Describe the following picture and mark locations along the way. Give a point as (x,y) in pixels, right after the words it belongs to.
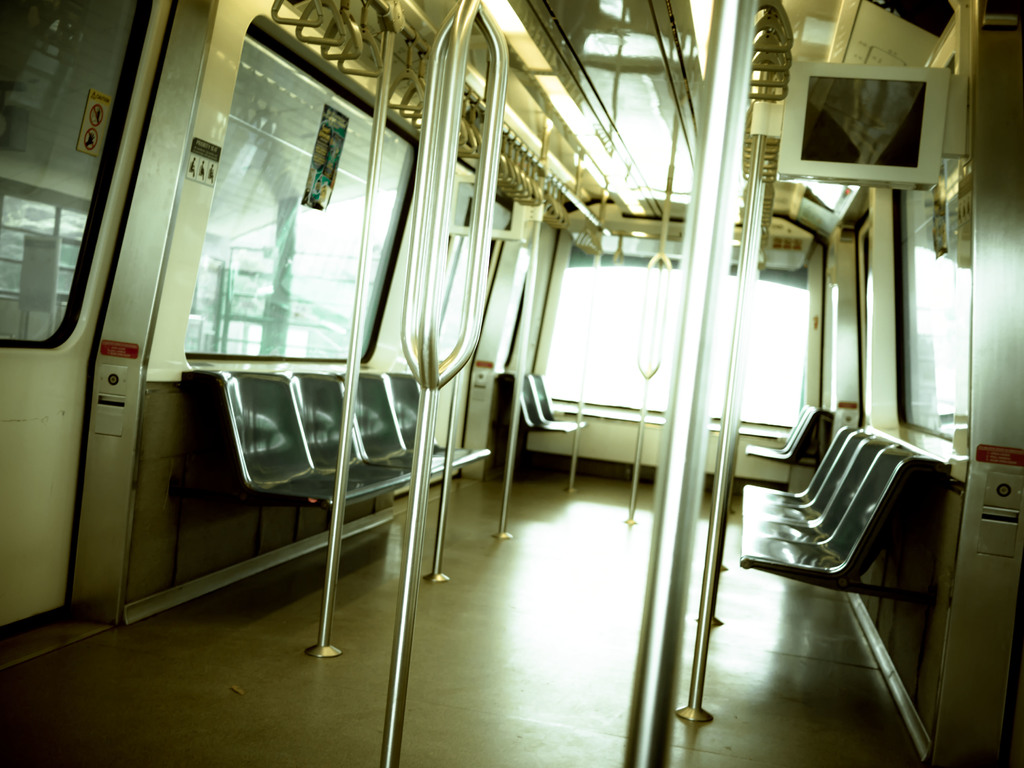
It is a picture inside of a vehicle (697,702). In this picture I can see rods (711,336), glass windows (21,189), sign boards (104,128), posters (325,178), lights (503,15), seats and objects (112,409).
